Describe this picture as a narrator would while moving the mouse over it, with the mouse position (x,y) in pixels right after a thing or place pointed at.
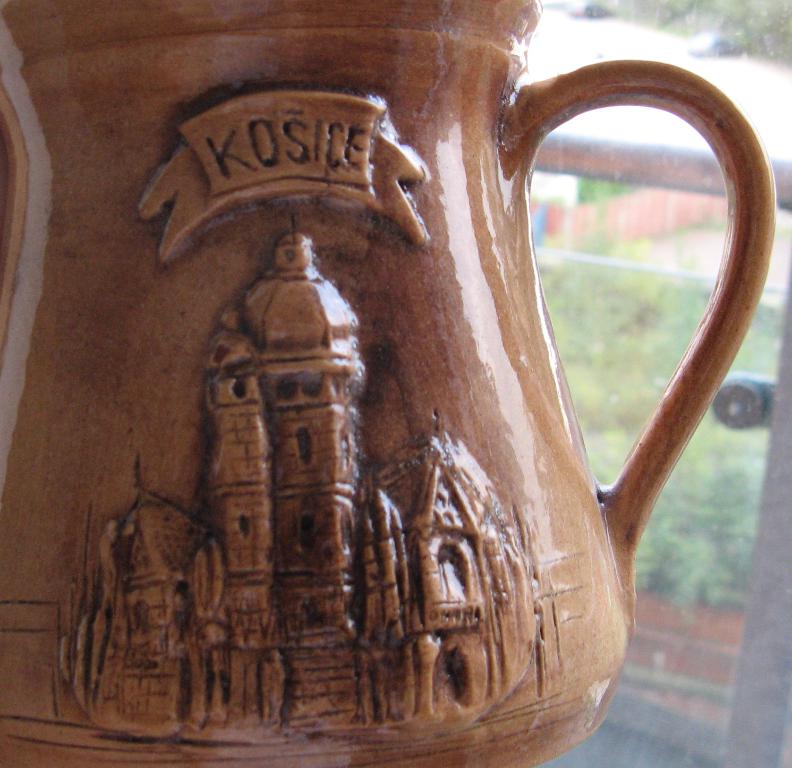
This image consists of a mug (408,499) made up of ceramic (584,446). It is in brown color. In the background (581,299), there is a window (694,288).
